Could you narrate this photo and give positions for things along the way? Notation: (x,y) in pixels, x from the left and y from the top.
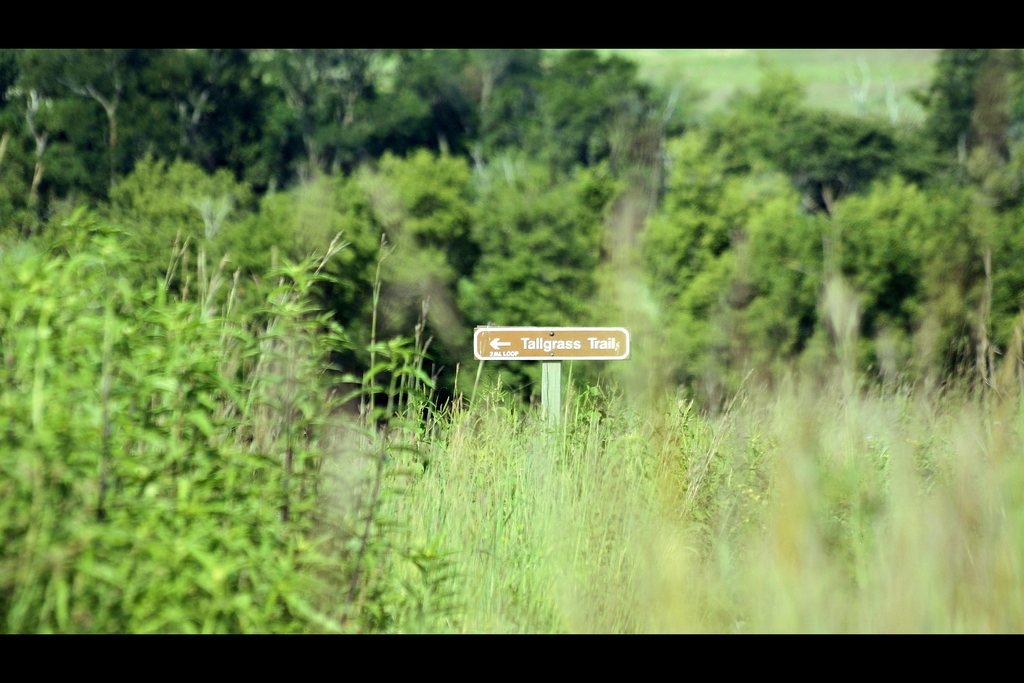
In this image there is grass (549,447), direction board (568,341) attached to the pole (541,366), plants (75,445), trees (23,136).
